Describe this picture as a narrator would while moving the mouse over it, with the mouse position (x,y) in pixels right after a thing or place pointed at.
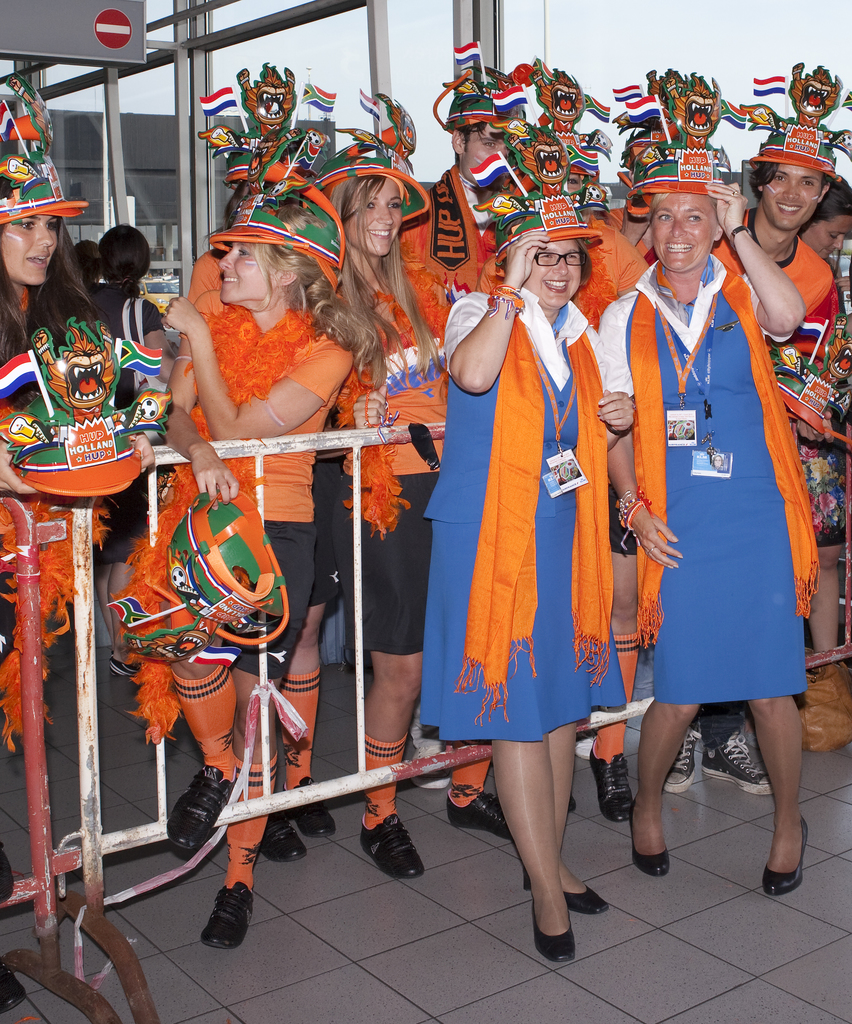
In the image we can see there are many people (429,586) standing, wearing clothes (484,642), shoes (189,802), pants (309,591) and they are smiling. Here we can see the floor (371,972), barrier (267,770), glass window (161,143) and the sky (589,56).
